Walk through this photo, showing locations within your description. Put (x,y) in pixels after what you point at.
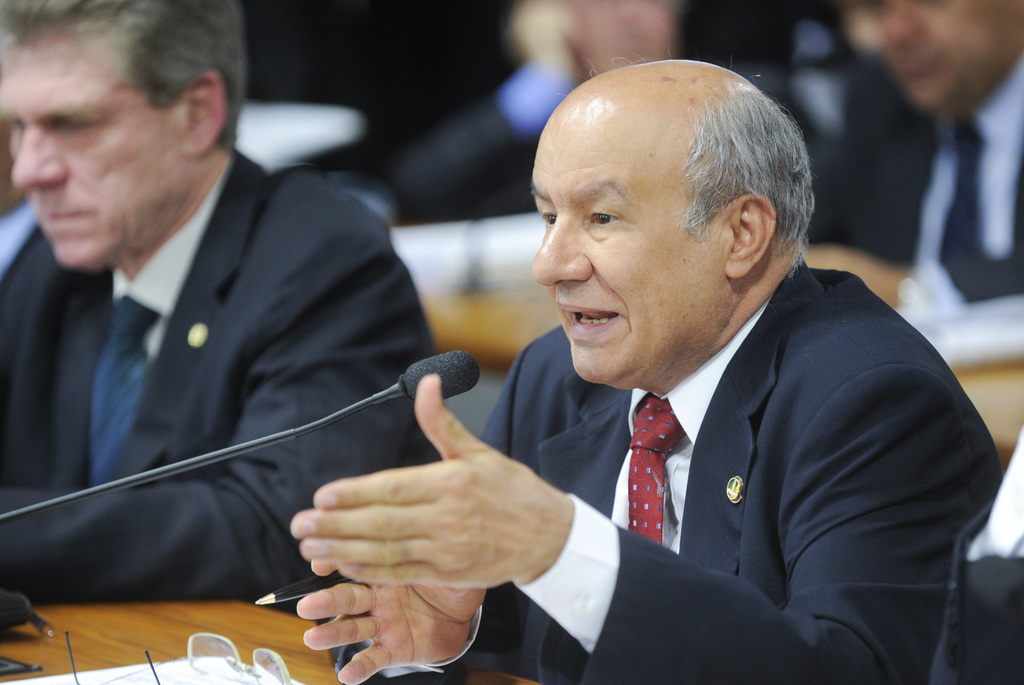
In this picture I can observe two men (268,374) sitting in front of a table (45,613) on which I can observe a paper (176,672) and spectacles (210,644). Both of the men (218,331) are wearing coats (377,454). There is a mic (444,369) in front of one of the men (398,406). In the background (955,264) there are some people (987,196) sitting in the chairs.
